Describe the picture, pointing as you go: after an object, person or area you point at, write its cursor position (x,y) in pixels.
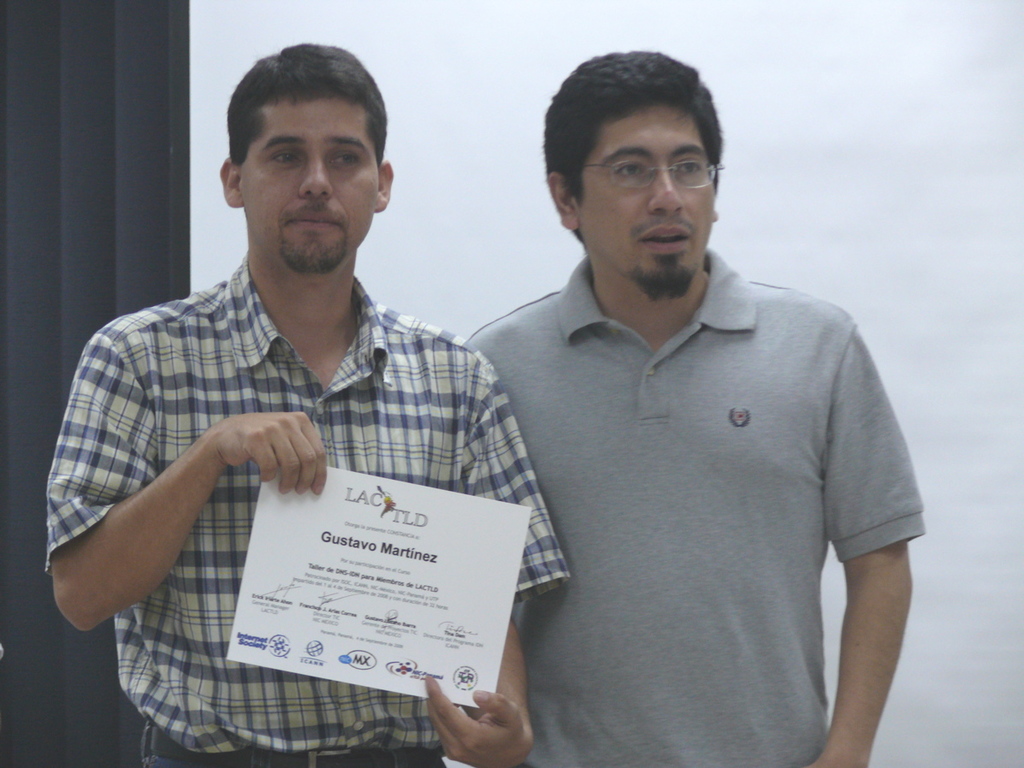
In this image, we can see two people (707,407). Here a person (295,486) is holding some card (407,602). Background (468,178) we can see a white and black color.
